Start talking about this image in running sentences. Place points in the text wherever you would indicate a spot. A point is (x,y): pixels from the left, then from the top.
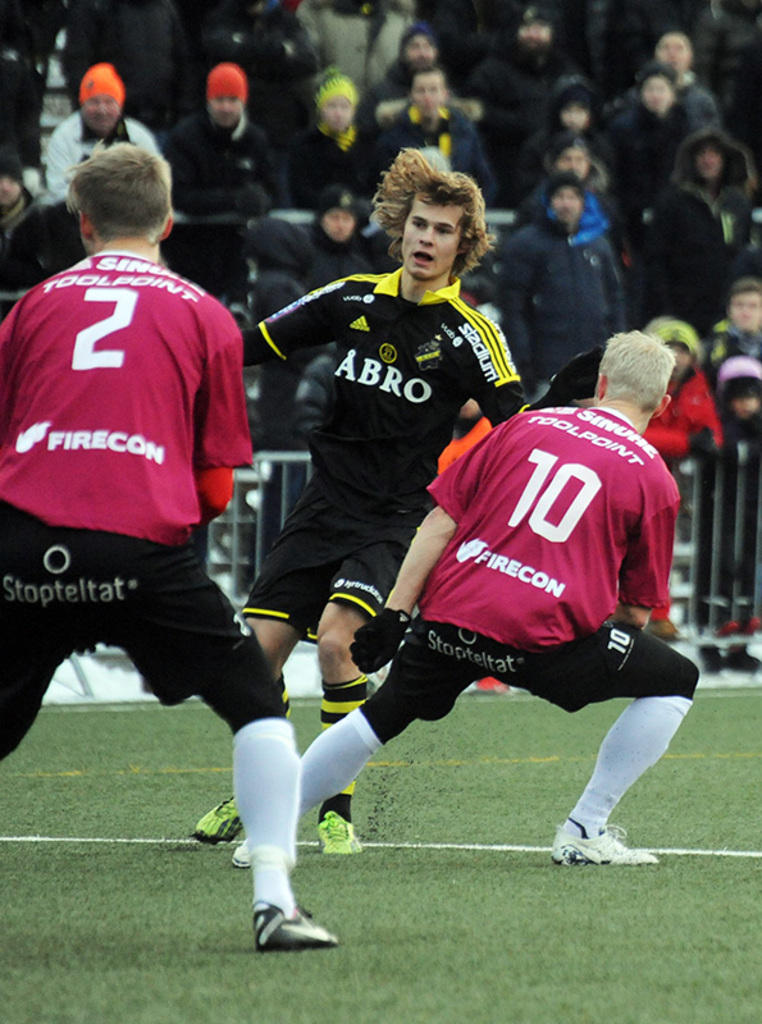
In this picture we can see three people (226,487) on the ground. Some grass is visible on the ground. There are few barricades (181,219) and some people (398,44) in the background (351,44).
